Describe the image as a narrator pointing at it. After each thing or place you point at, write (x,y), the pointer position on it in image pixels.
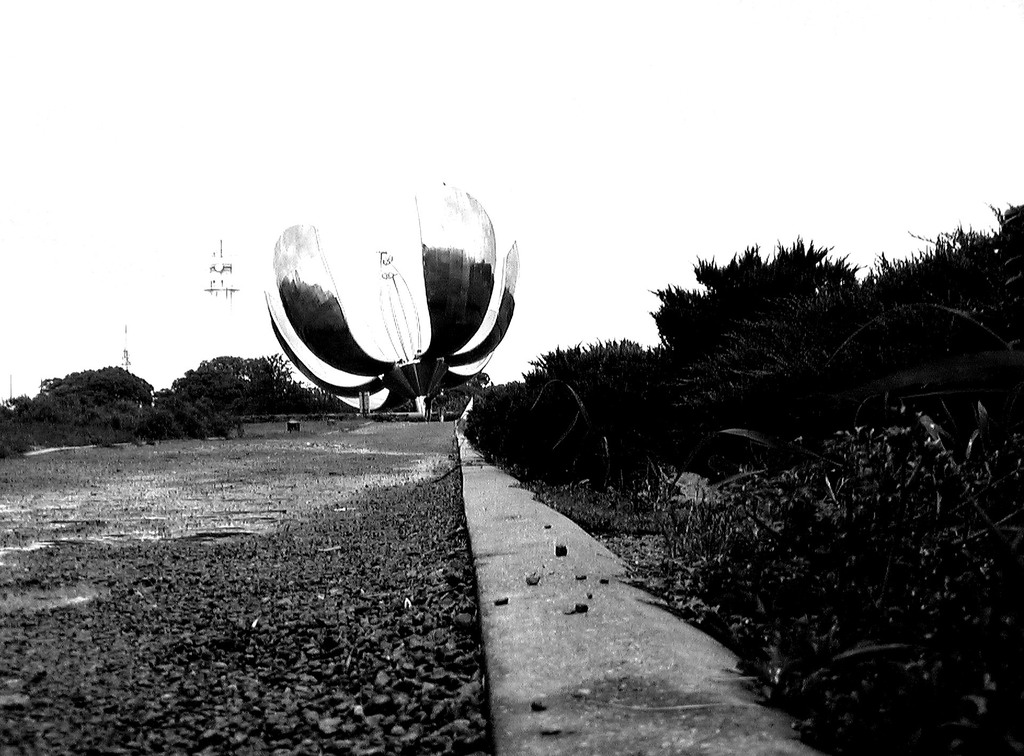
In this image I can see the road (317,466), grass (1005,426) and over there I can see something. I can also see this image is black and white in color.
